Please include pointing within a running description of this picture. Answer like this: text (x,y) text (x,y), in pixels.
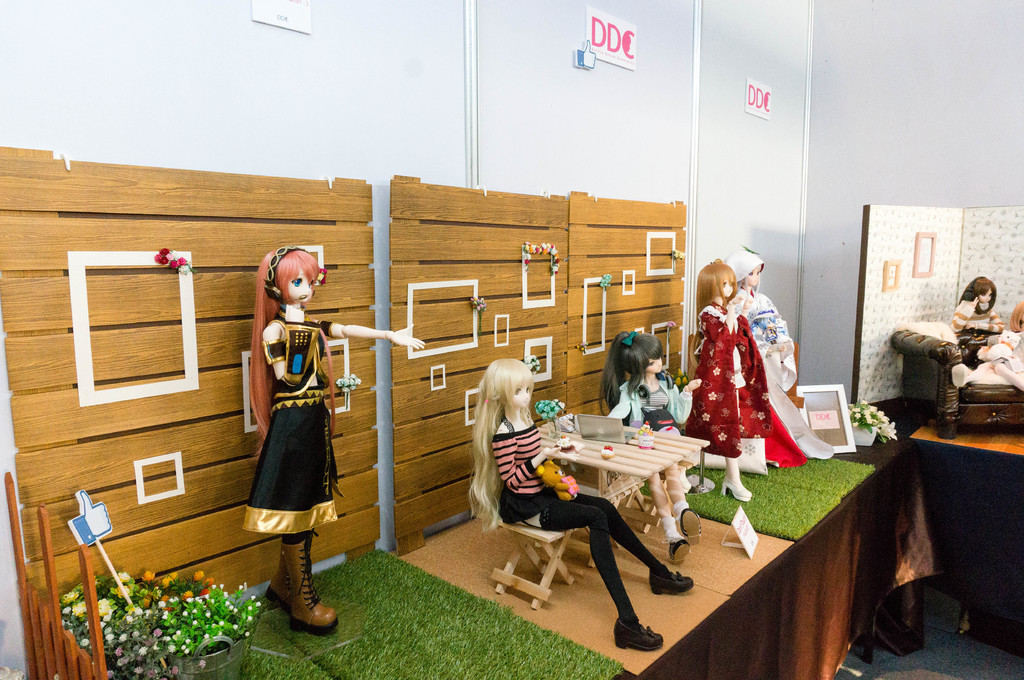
In this picture there are several dolls (604,575) and there are plants (136,617) in the backdrop (178,224) there is a wooden wall (483,235).
